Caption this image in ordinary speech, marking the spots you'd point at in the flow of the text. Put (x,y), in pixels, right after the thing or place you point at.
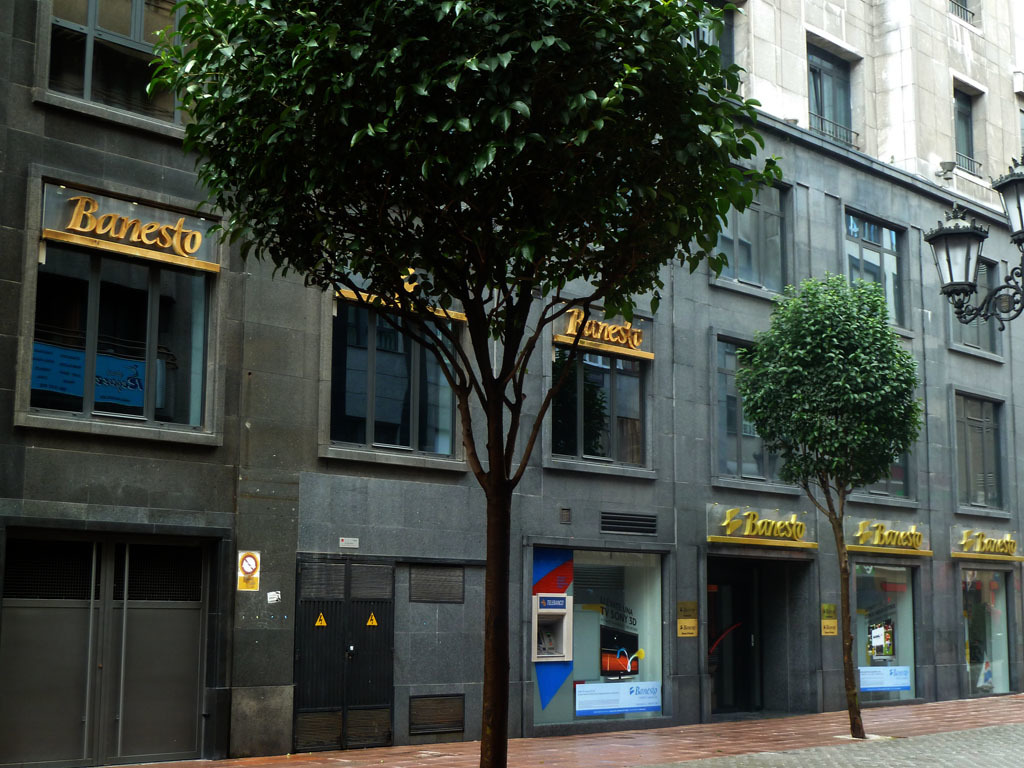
This image consists of a building (471,485). In the front (858,455), there is a plant (787,433) and a tree (529,307). To the right (1004,206), there are lights (969,234).
